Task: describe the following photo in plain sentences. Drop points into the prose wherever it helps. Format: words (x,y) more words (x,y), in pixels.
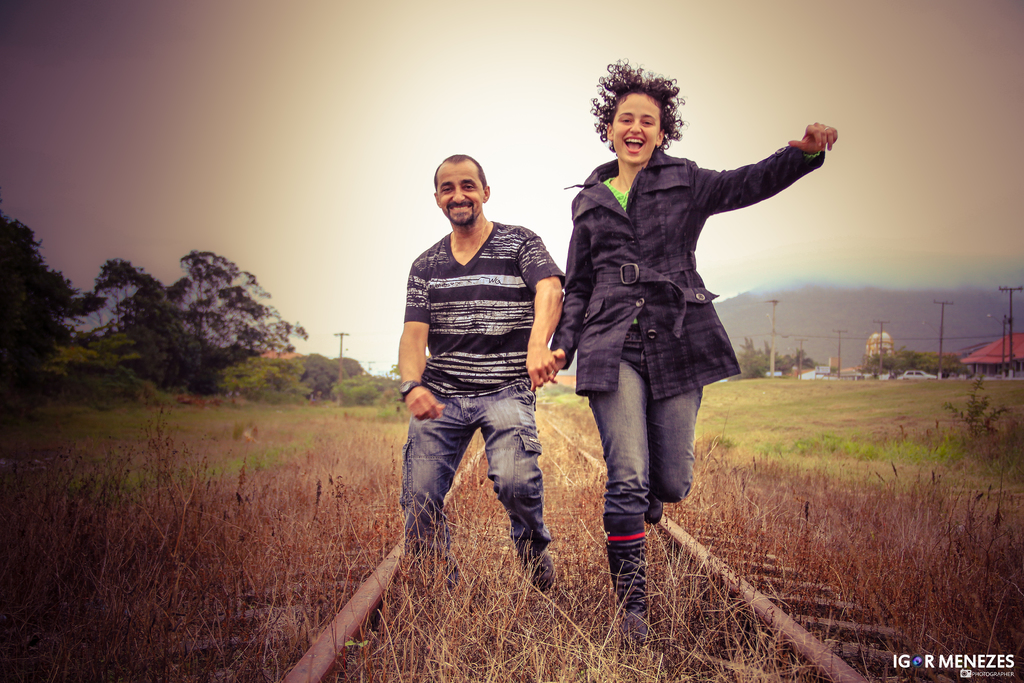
In this image, we can see people (619,76) smiling and holding hands (541,360). In the background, there are poles (775,318) along with wires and we can see sheds (874,347) and vehicles (825,368). At the bottom (396,656), there is track (738,578) and grass (205,487) and at the top (214,96), there is sky (258,91).
